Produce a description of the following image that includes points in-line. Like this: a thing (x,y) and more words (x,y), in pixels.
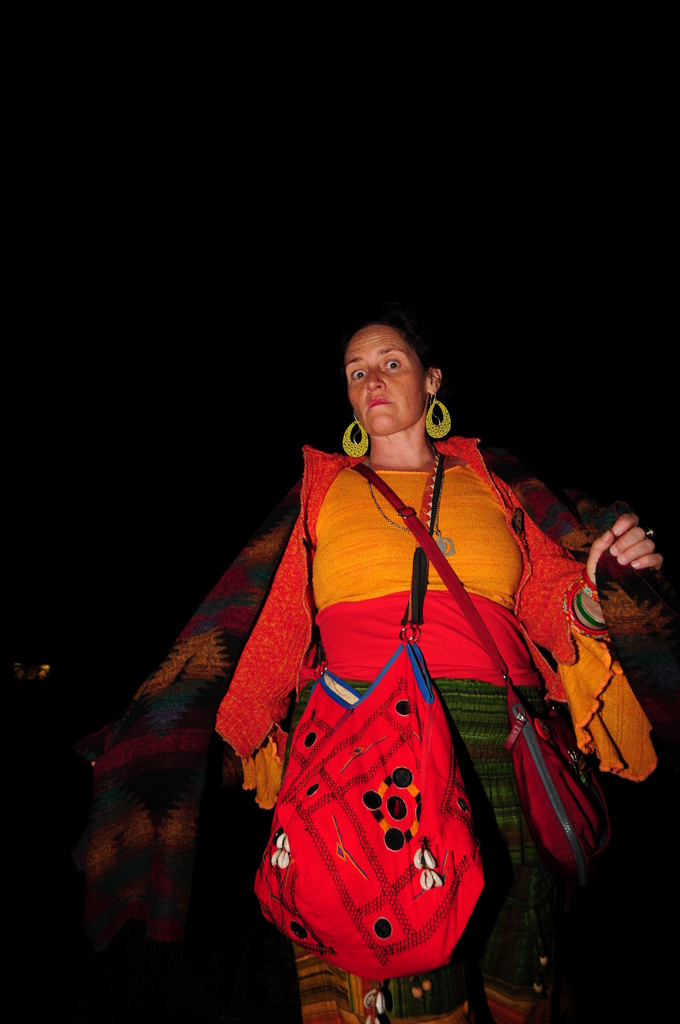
There is one woman (364,621) wearing a jacket (241,720) and a side bag (560,791) as we can see at the bottom of this image (405,698). It is dark in the background (322,324).
